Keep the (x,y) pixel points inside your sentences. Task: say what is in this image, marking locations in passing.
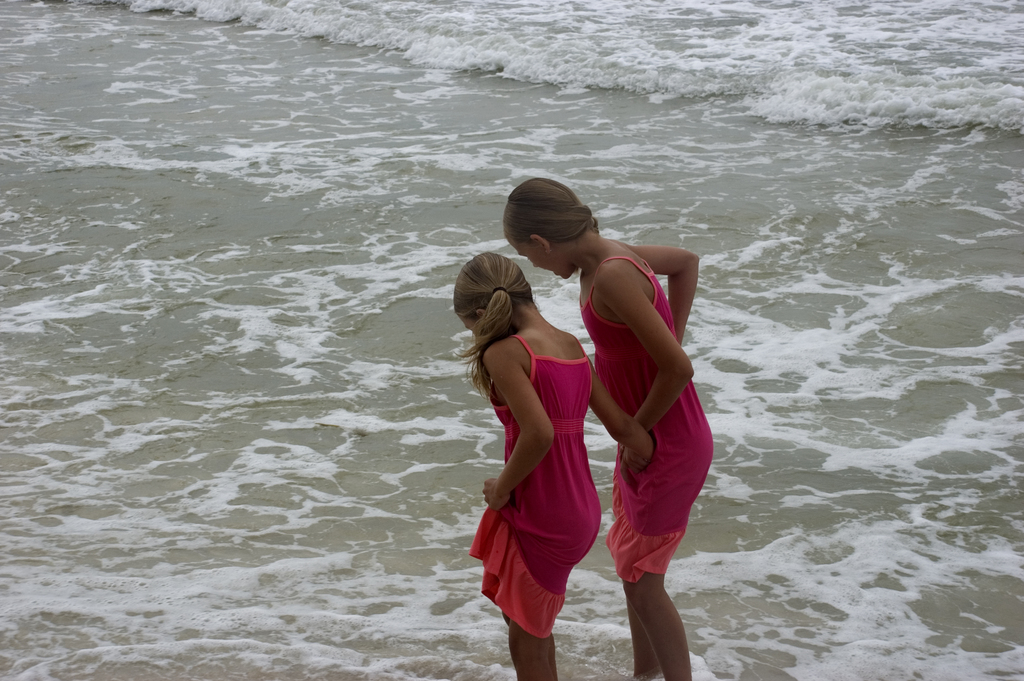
In this picture there are two girls (563,215) standing. At the bottom (286,597) there is water (296,427).
